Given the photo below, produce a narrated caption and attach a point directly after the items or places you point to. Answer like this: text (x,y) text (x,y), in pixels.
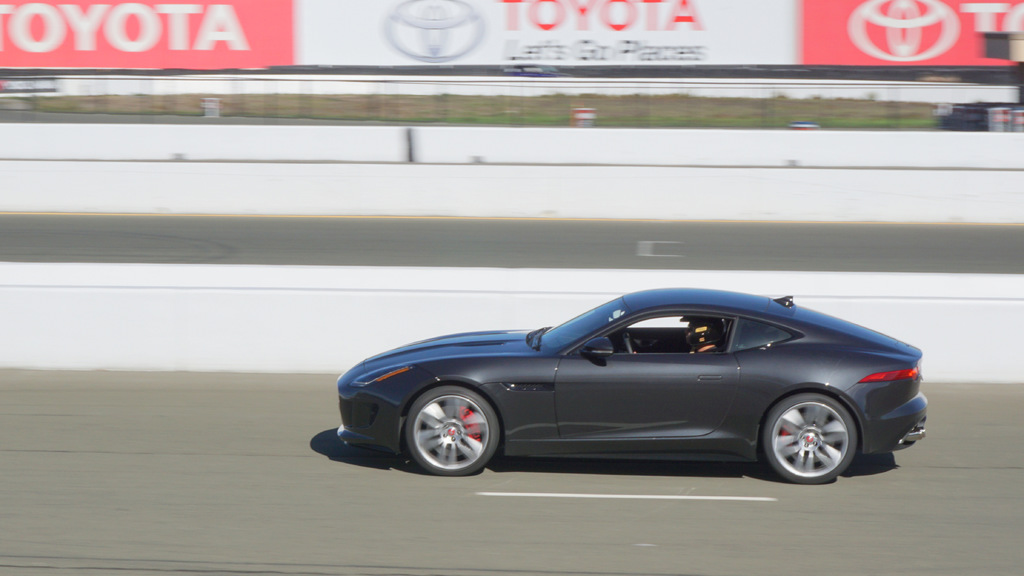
In this image there is a person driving the car (753,314) on the road (224,469). In the background of the image (334,37) there is a banner (493,60) with some text (625,41) on it.
